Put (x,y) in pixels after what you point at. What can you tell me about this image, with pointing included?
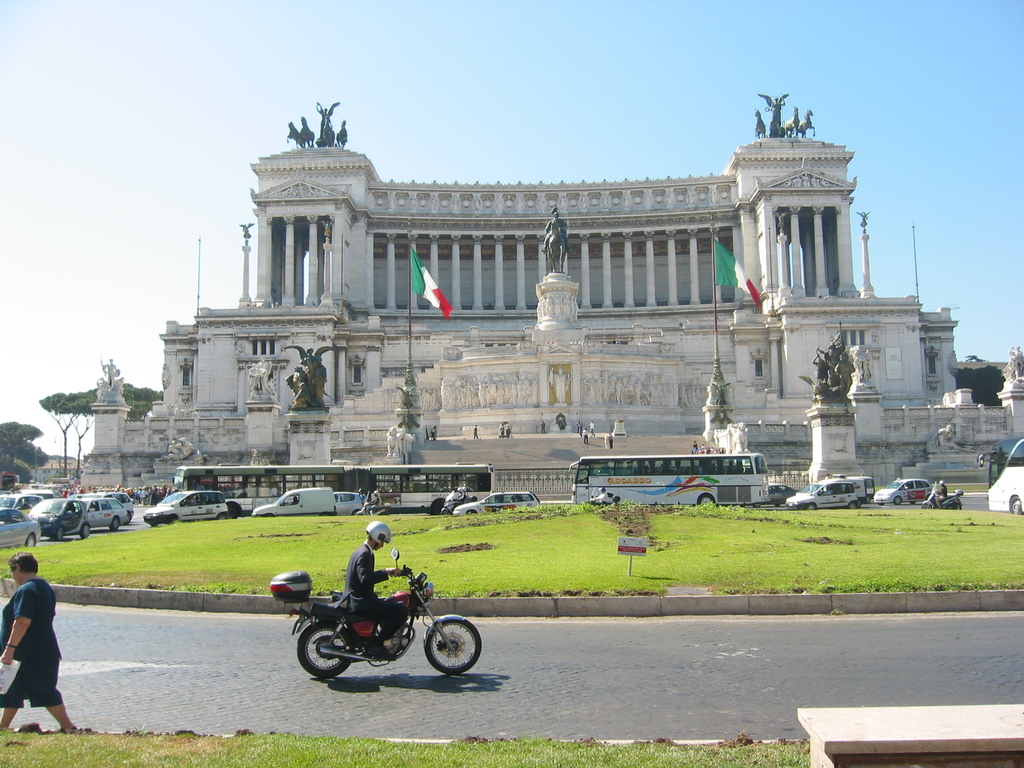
In this image we can see a building (660,375) with statues (552,273). There are flags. There are vehicles (456,482) on the road (588,648). There is a person (18,623) walking. At the bottom of the image (330,743) there is grass (268,737). At the top of the image (467,94) there is sky (288,87). In the background of the image (50,405) there are trees (8,454).
